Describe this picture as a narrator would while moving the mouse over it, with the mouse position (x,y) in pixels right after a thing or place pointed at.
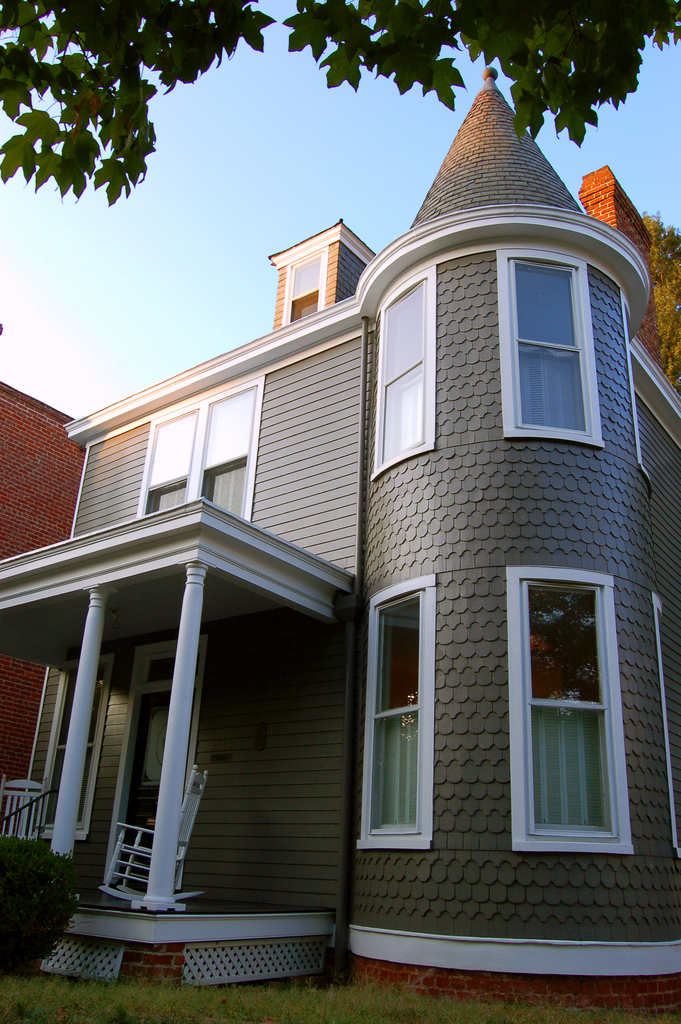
In this image I can see the building (356,713) with windows (509,381). In-front of the building (33,752) I can see the plant (47,868). To the left (9,510) I can see the brick wall (15,461). In the background (136,256) I can see many trees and the sky (206,267).
